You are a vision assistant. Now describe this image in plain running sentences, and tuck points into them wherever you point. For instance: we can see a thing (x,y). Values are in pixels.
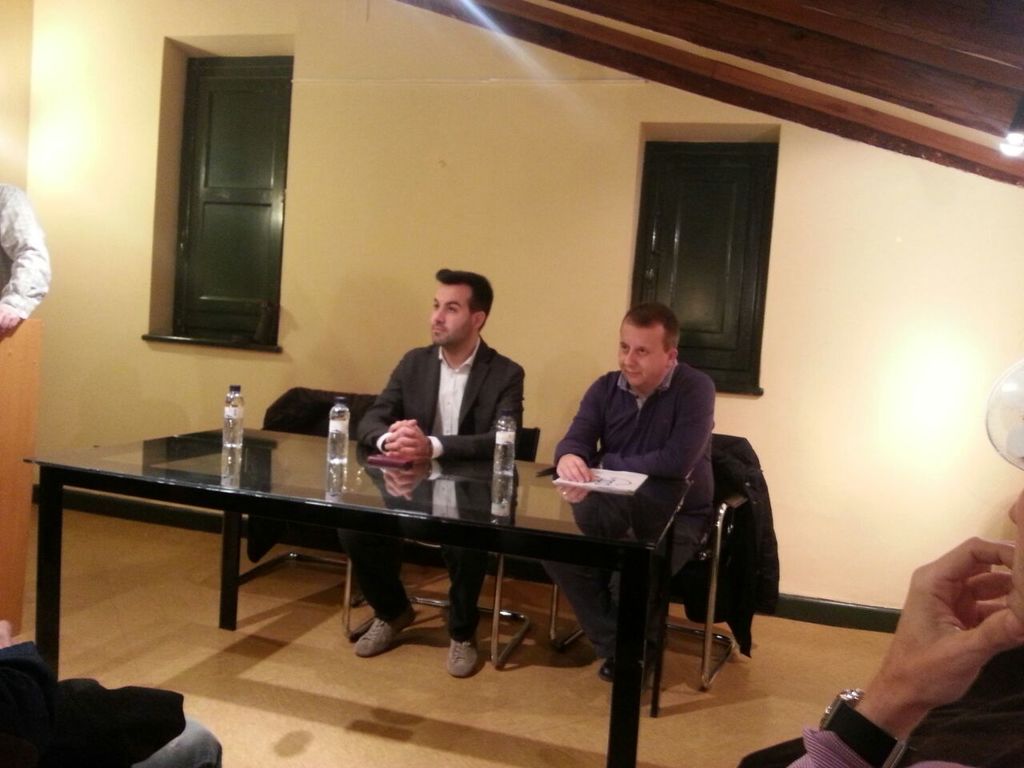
In this picture there are two men (591,420) sitting on chairs (722,524) at a glass table (531,499). On the table (499,494) there are water bottles (502,461) and papers (605,473). To the below right corner of the image (929,658) there is a hand (940,682) of a person (942,646) can be seen. In the background (887,502) there is wall (841,404), window (712,277) and lights (1012,148).
